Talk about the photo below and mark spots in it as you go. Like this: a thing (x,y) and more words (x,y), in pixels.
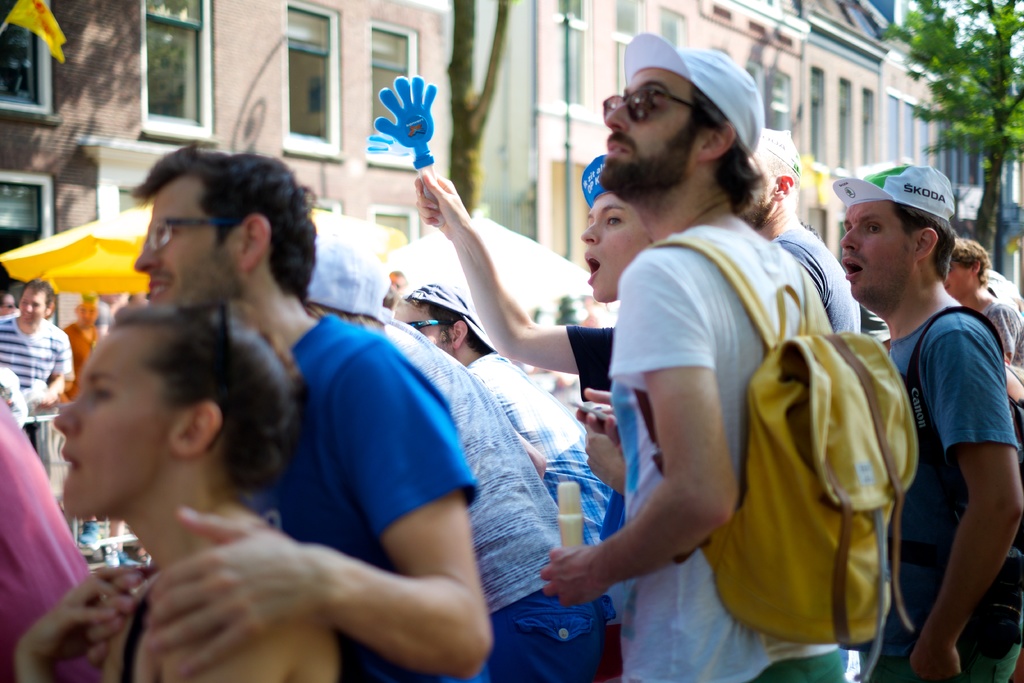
In this picture we can see a group of people (871,263) standing, bags (893,426), caps (457,314), umbrellas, flag (12,18), trees (1002,73) and in the background (437,74) we can see buildings (701,28) with windows (151,86).
